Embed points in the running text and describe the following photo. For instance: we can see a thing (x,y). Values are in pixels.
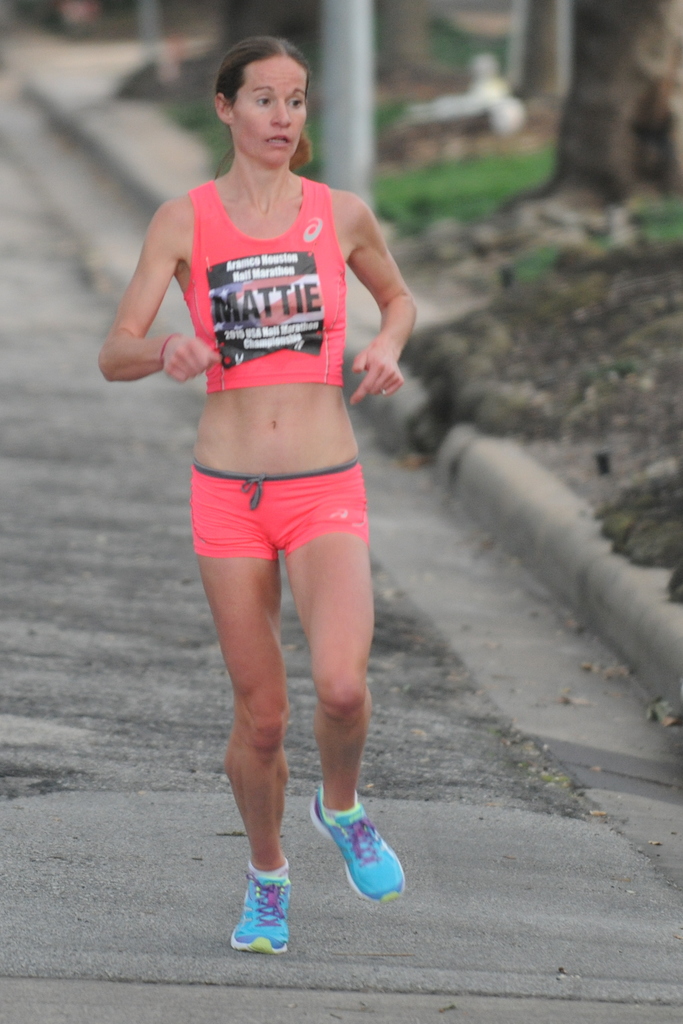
In this picture I can see a woman (253,551) in front (295,561) who is on the road (190,561) and I see that she is wearing pink color dress (206,214) and I see something is written on the dress (247,240). On the right side of this image (483,40) I see the grass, a pole (363,62) and a tree (588,122) and I see that it is blurred in the background (324,34).
